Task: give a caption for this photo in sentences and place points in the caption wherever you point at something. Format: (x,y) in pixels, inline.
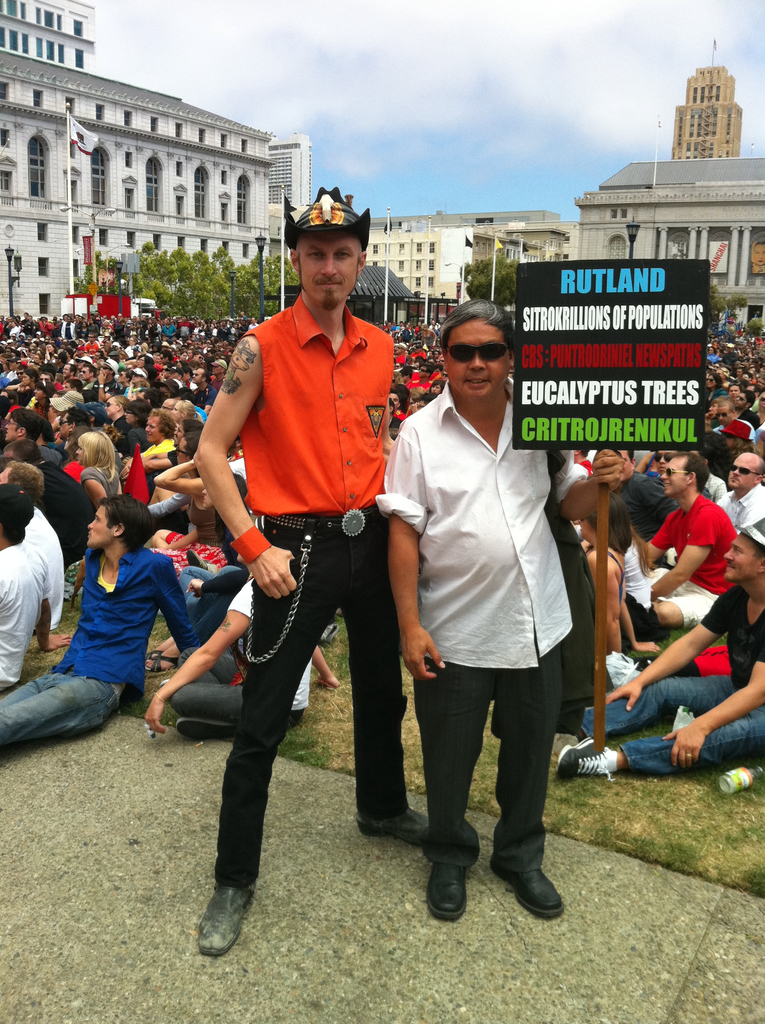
In the center of the image (352,545) we can see two men (289,554) are standing and a man (493,378) is holding a board (540,401) and wearing goggles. In the background of the image (243,195) we can see the buildings (250,150), windows (244,141), trees (214,284), pillars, poles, flags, boards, light (262,291) and a group of people (750,552) are sitting on the ground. At the bottom of the image (477,918) we can see the road (551,918), grass (548,811) and ground (299,1012). At the top of the image (485,78) we can see the clouds (504,47) are present in the sky (703,41).
